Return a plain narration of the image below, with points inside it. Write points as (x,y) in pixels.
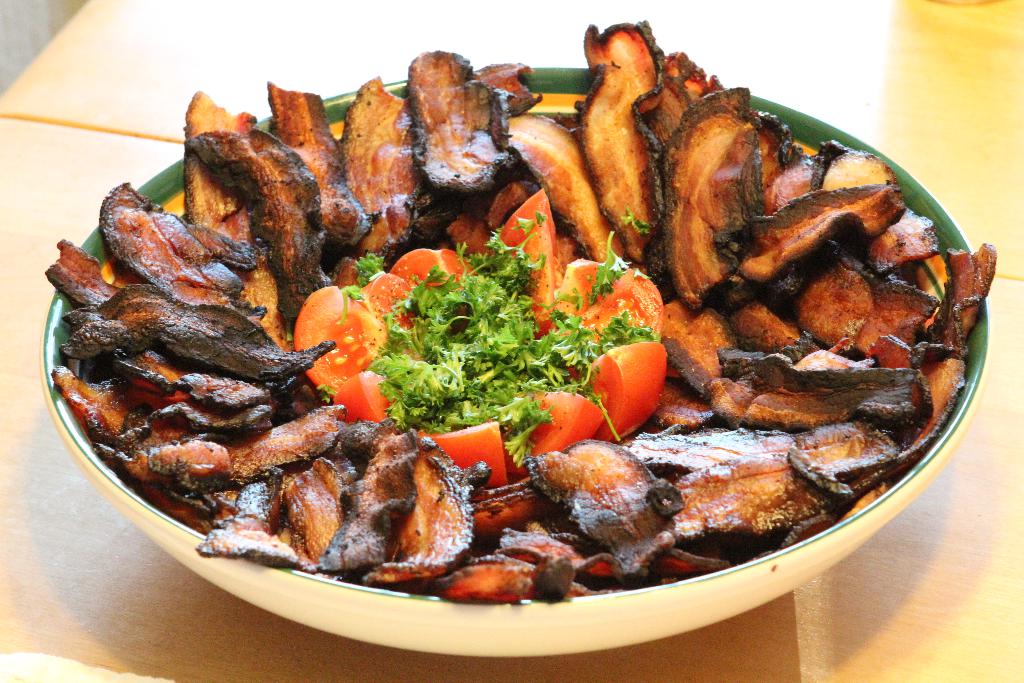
In this picture i can see a wooden table (115,18). On the table (71,570) i can see food item (560,394) in a bowl (57,350).
